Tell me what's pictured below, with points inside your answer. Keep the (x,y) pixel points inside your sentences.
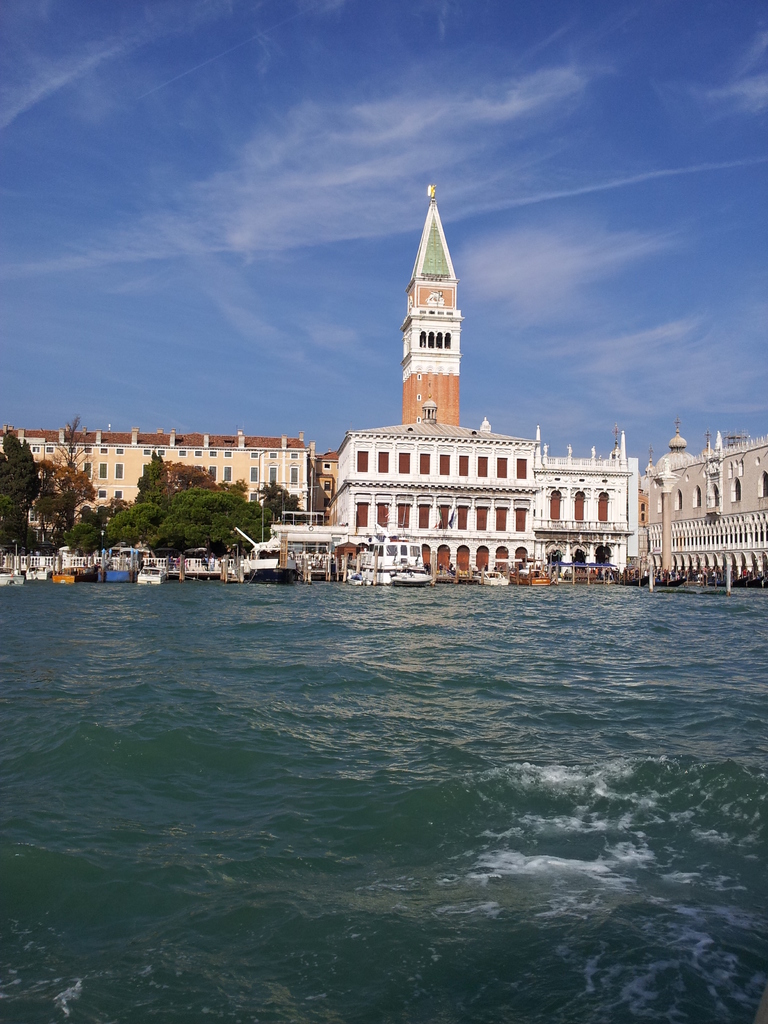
In this image I can see there is a lake (198,775), there are few boats (395,575), trees (53,510), buildings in the background (67,504), there is a tower (416,323), the sky (400,296) is clear.
